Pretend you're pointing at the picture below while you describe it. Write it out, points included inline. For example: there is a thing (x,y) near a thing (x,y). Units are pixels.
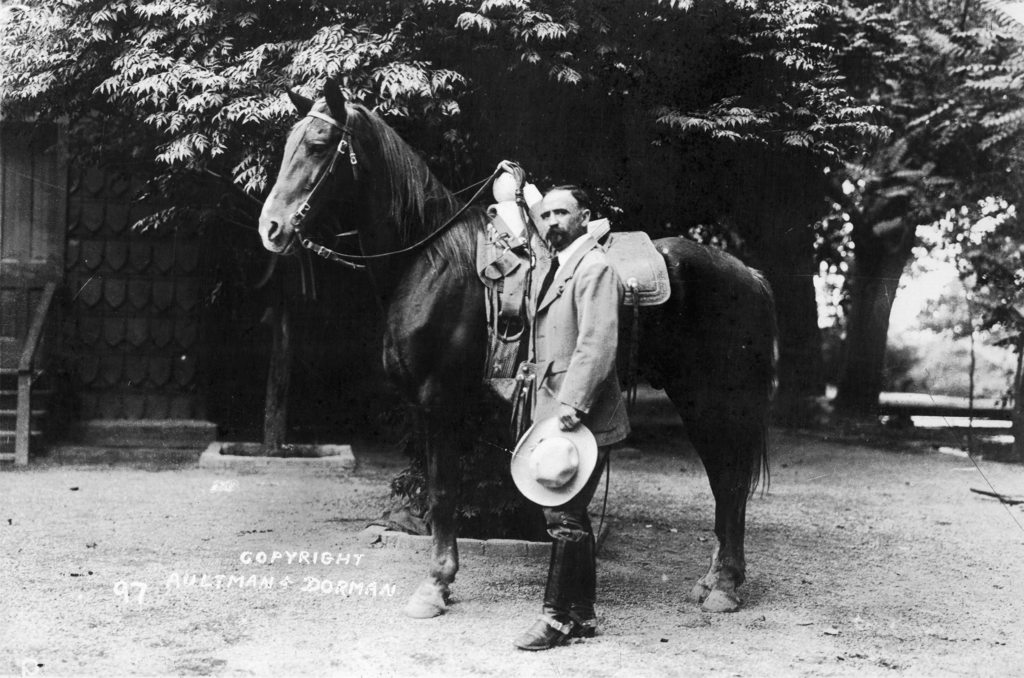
This is a black and white picture. Here we can see a man (595,315) who is standing besides a horse (452,470). On the background (505,108) there are trees (706,175).
